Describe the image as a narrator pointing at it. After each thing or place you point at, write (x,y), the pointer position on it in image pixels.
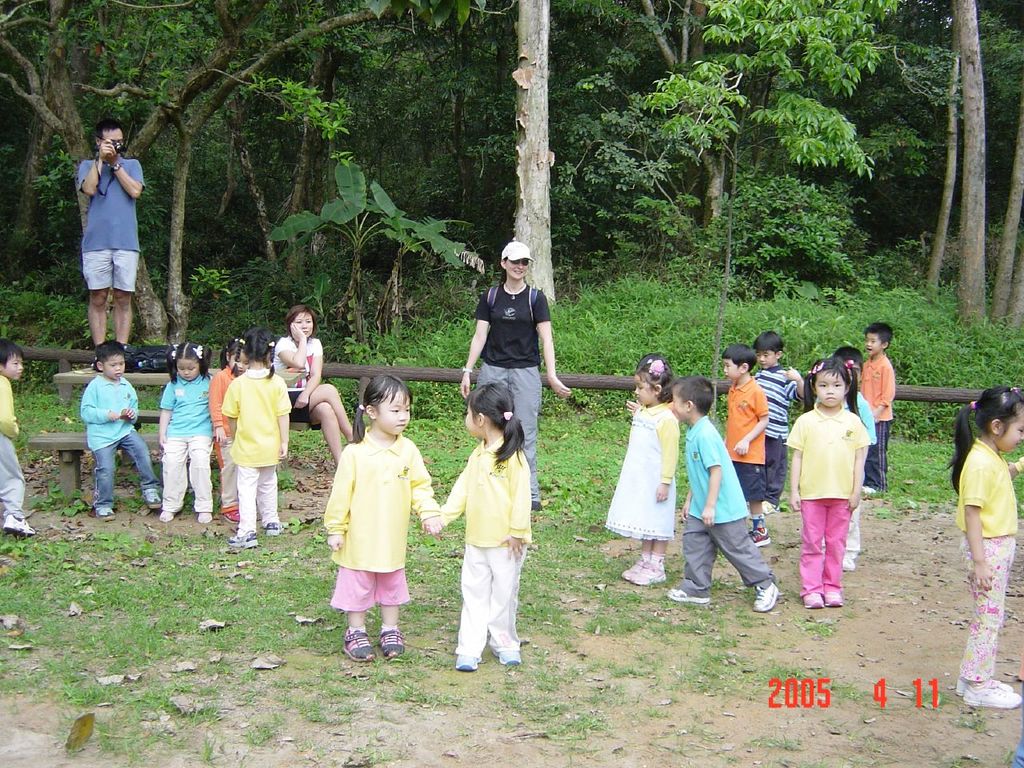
In this picture there are people (302,381), among them there is a man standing and holding a camera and we can see grass (281,571), leaves (36,491), bag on the table (166,372) and benches (144,420). In the background of the image (417,183) we can see trees (801,3) and plants (448,339). In the bottom right side of the image (824,683) we can see date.
